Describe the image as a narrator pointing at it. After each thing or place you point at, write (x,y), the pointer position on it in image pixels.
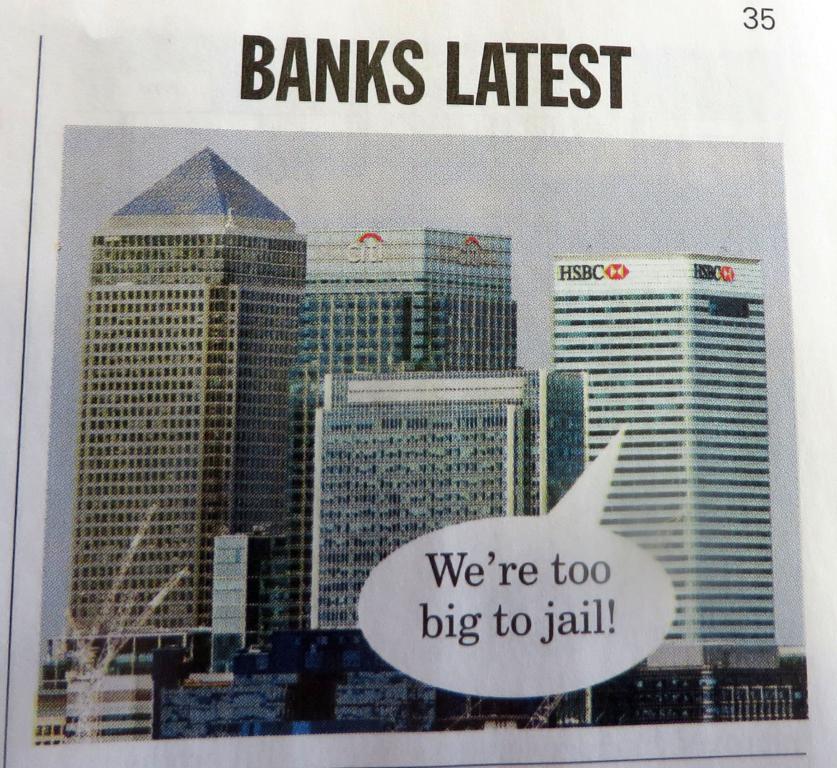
In this picture we can see a printed page (651,344), here we can see picture (623,437) of buildings (571,446), there is some text (357,85) at the top of the picture (372,46).
